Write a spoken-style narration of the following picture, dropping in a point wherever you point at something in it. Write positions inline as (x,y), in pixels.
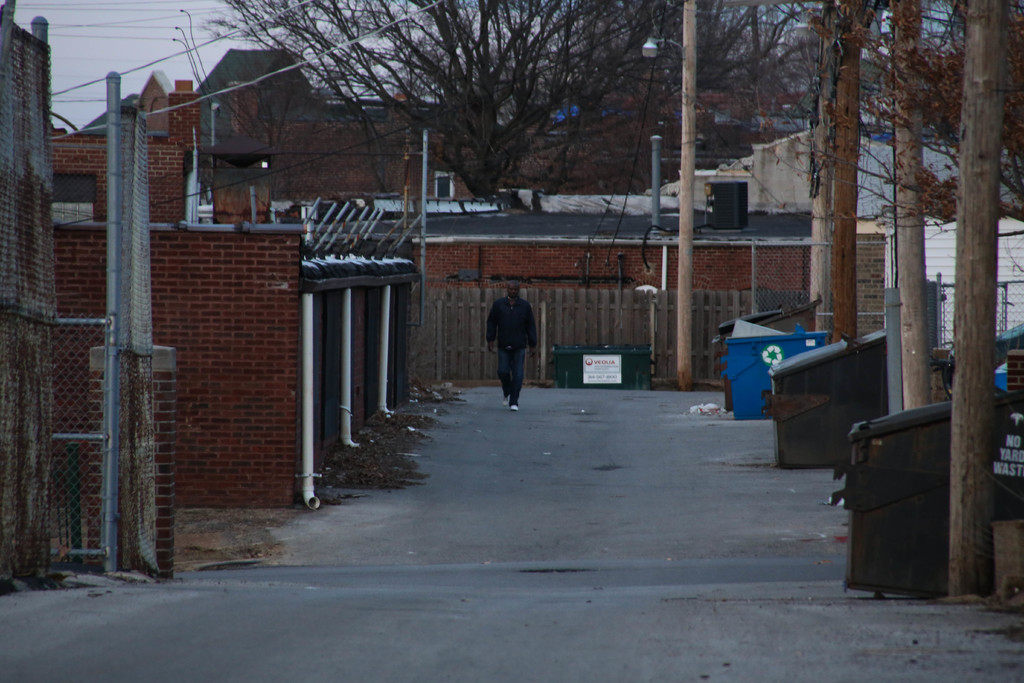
In this we can see a man (518,361) is walking on the path (495,474) and on the right side of the man (504,362) there are dustbins (800,400) and tree trunks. Behind the man (521,373) there is a wooden fence (480,318), buildings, trees (497,30), cables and the sky (147,80).
